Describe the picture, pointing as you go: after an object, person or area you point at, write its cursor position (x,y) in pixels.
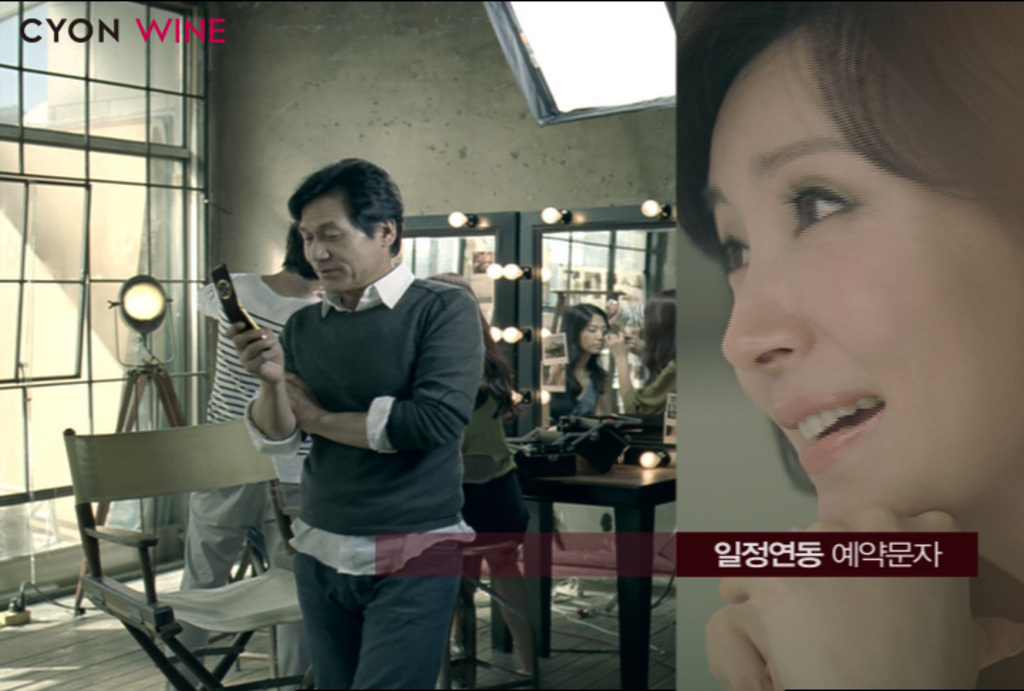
A man (385,282) is looking into a mobile phone (221,291) in his hand (258,346). There is another man (261,288) behind him.
